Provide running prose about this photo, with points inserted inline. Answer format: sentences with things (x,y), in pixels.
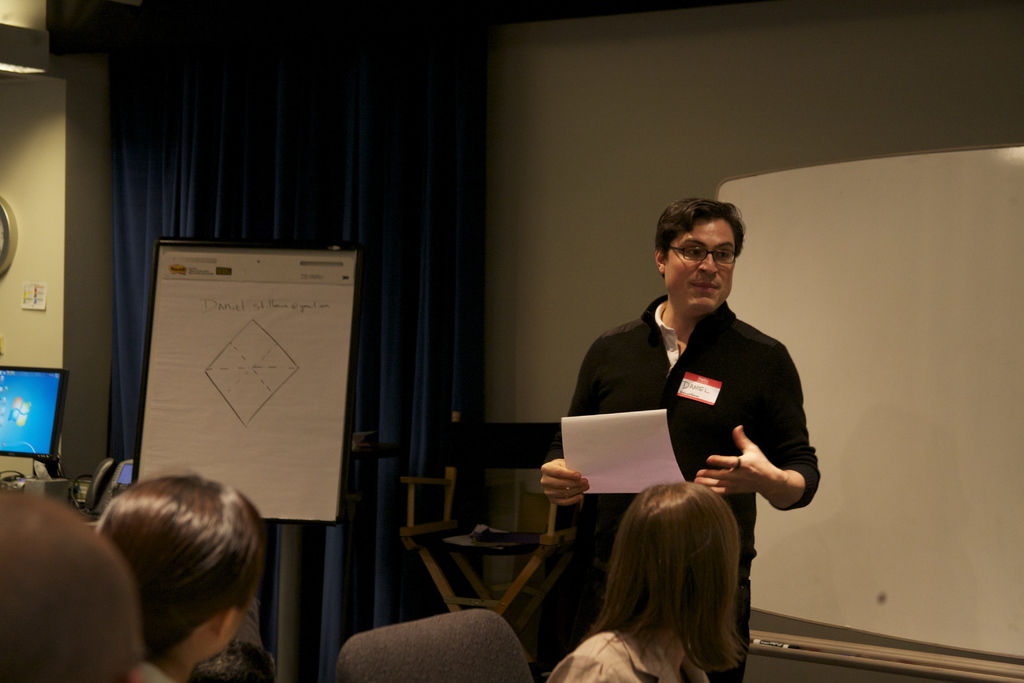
In the center of the image (674,431) we can see a person (711,412) holding a paper (655,427) is standing. In the foreground (721,605) we can see some people (721,605) sitting on chairs (445,665). On the left side of the image (41,440) we can see a display screen (44,420), some devices (96,495) placed on the surface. In the background (333,184), we can see the boards (303,341) and the curtains (276,563).
